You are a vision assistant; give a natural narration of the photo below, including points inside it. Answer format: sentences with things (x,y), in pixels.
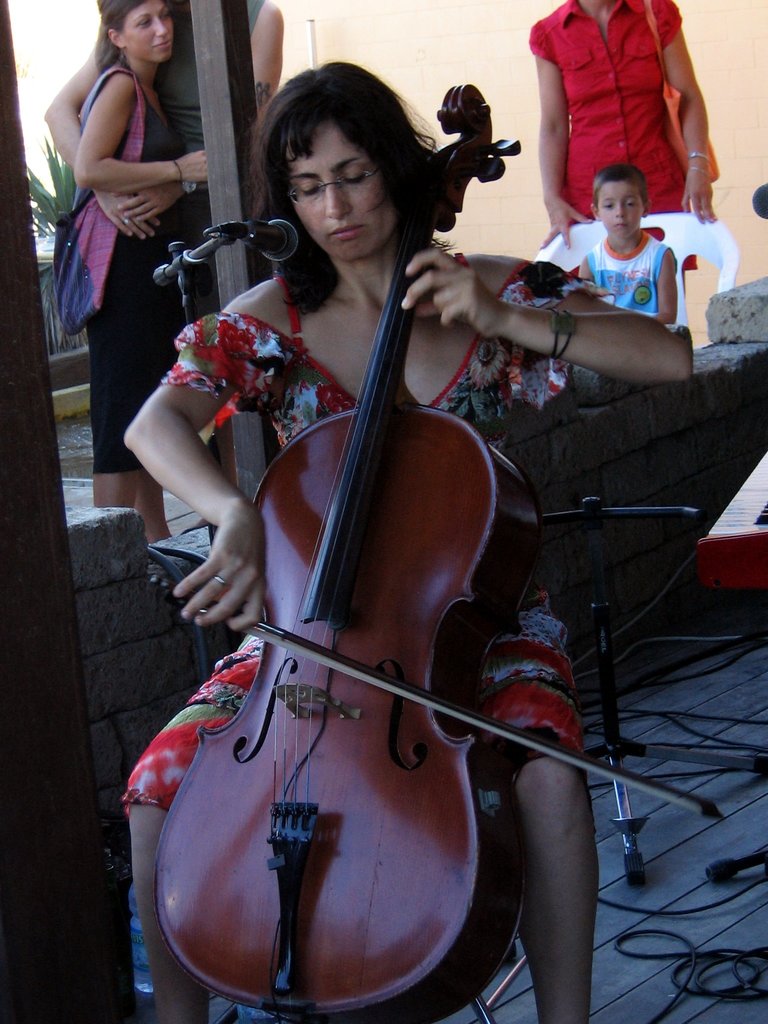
In this image I can see a woman (381,306) holding a cello (301,548), in front of her I can see a mike (214,229), in the background (585,161) I can see there are four persons (159,97) visible and a boy (626,282) sitting in the chair (683,257), on the right side (755,233) and I can see the wall (477,31) and I can see a white color chair (689,250) visible.
